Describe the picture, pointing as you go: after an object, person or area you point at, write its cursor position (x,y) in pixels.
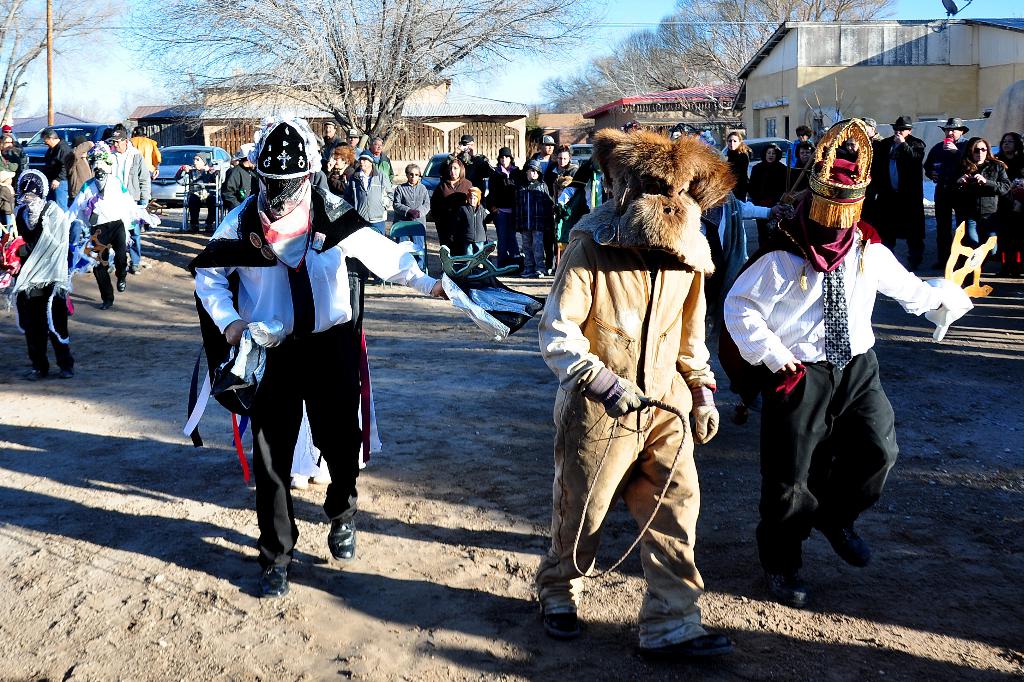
In the foreground of the picture (823,433) I can see three persons (694,359) walking on the road (375,344) and they are in the costume (741,283). In the background (463,166), I can see a group of people (481,160), houses (924,134) and cars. There are deciduous trees (349,75) at the top of the picture (542,29). The sky (579,35) is clear.
